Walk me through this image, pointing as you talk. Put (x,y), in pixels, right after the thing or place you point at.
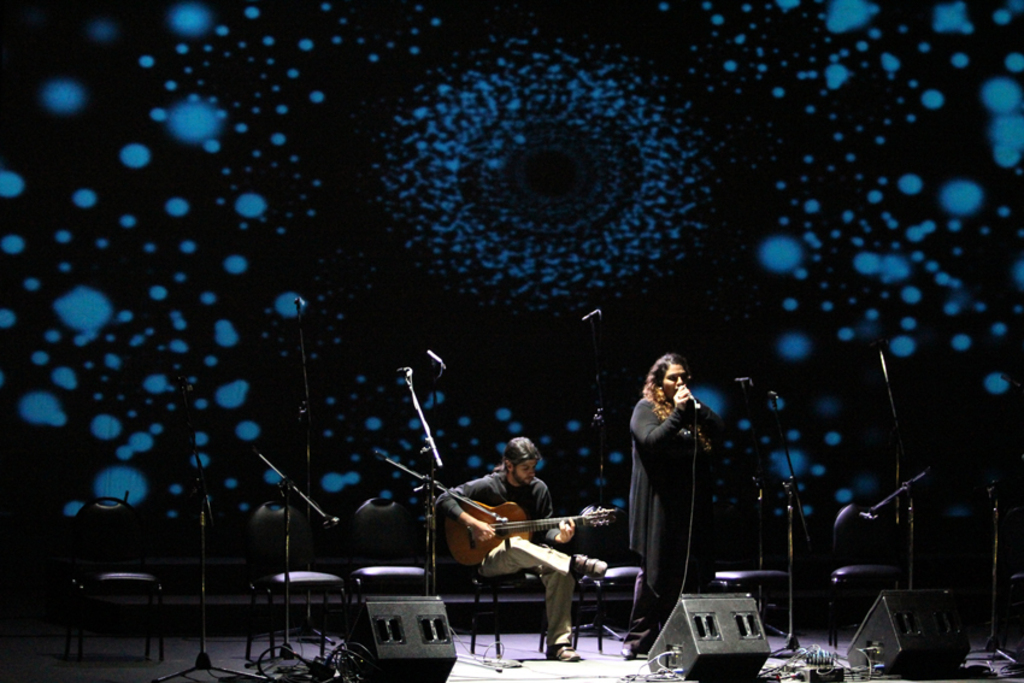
There is a woman (665,436) standing and holding a microphone (685,394) and this man (563,575) sitting on chair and playing guitar (488,517). We can see microphones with stands (992,587) and chairs (495,629). We can see devices (665,661) and cables (678,675) on the floor (153,672). In the background (99,194) it is dark and we can see screen (813,255).
